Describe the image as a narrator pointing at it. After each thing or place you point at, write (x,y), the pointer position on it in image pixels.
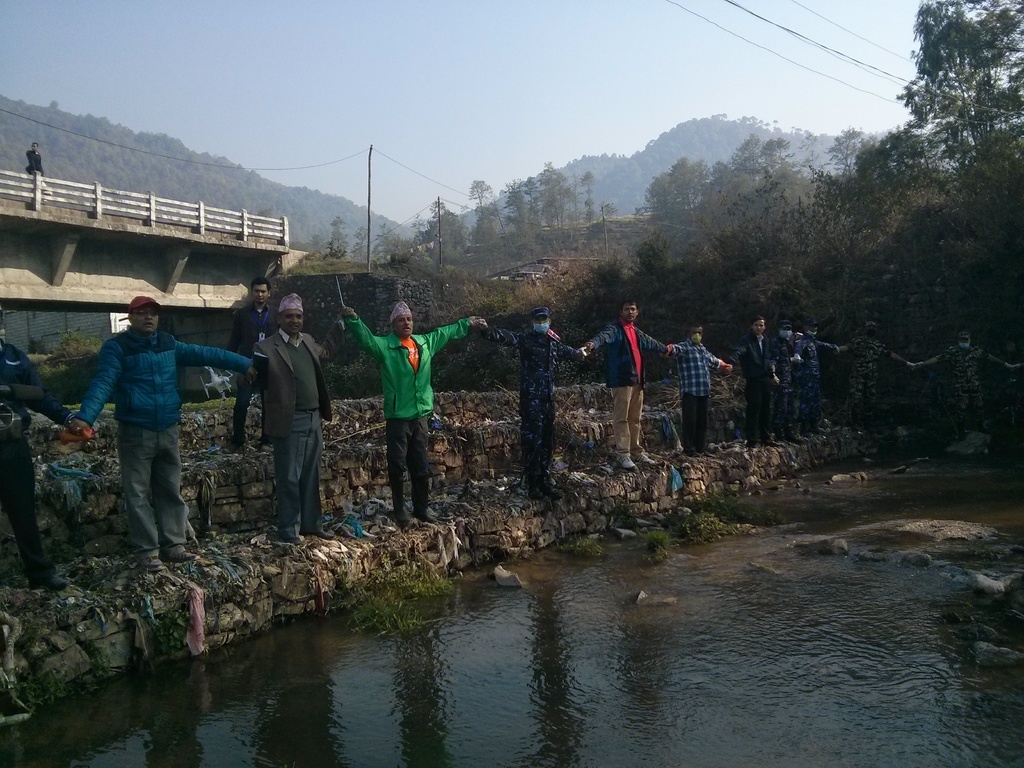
In this picture we can see the group of men (161,394) holding their hands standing on the small granite wall (774,463) and giving the pose. In the front (509,557) bottom side we can see the water stream (464,599). Behind there is a bridge (17,226) and many trees (637,185).
